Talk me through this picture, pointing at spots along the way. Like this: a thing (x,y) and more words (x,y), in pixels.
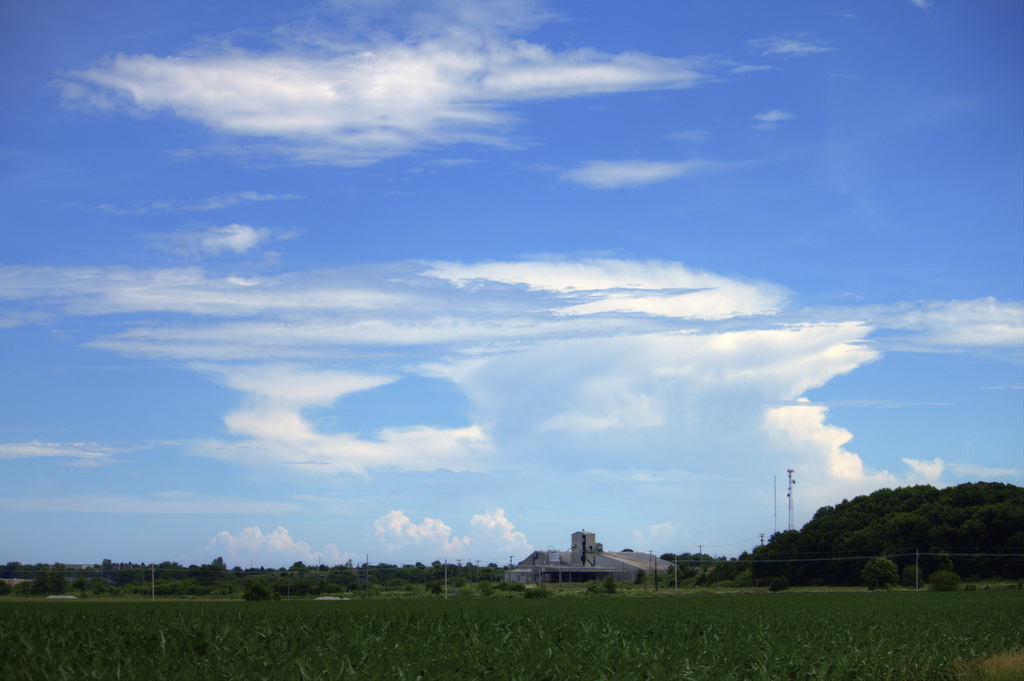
In this picture we can see few plants (494,614), poles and a building (539,558), in the background (856,560) we can find few trees (842,522), towers (790,495) and clouds (533,377).
